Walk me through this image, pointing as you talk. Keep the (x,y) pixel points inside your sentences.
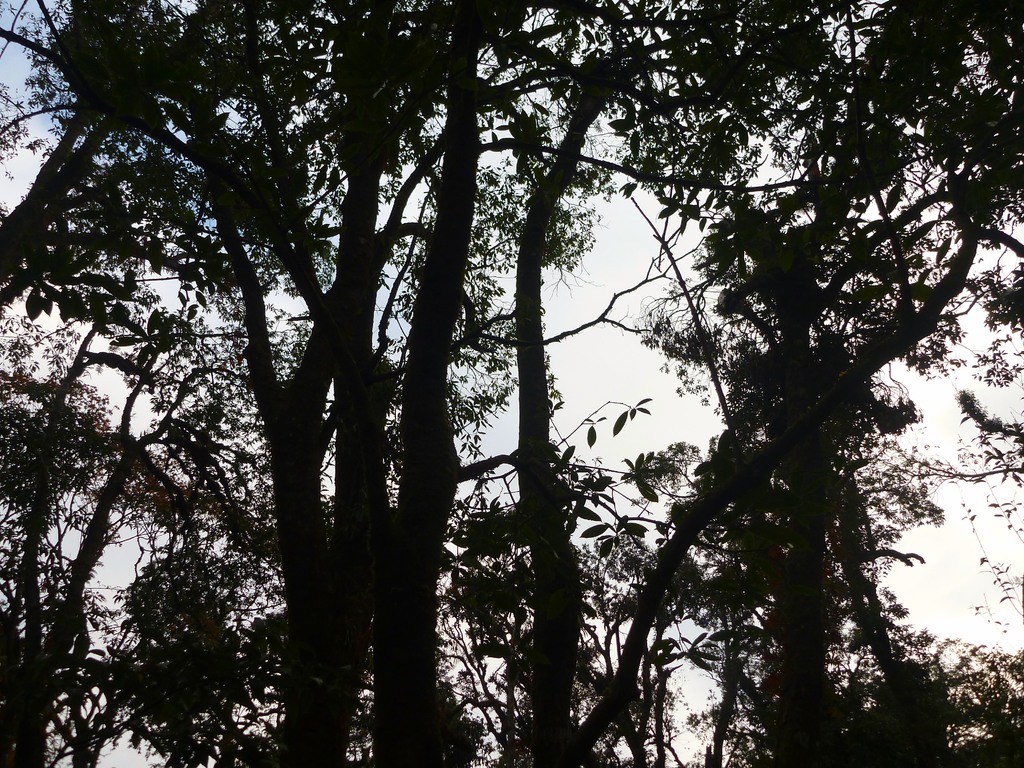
Here we can see trees (784,444). In the background (936,591) there is sky (555,433).
